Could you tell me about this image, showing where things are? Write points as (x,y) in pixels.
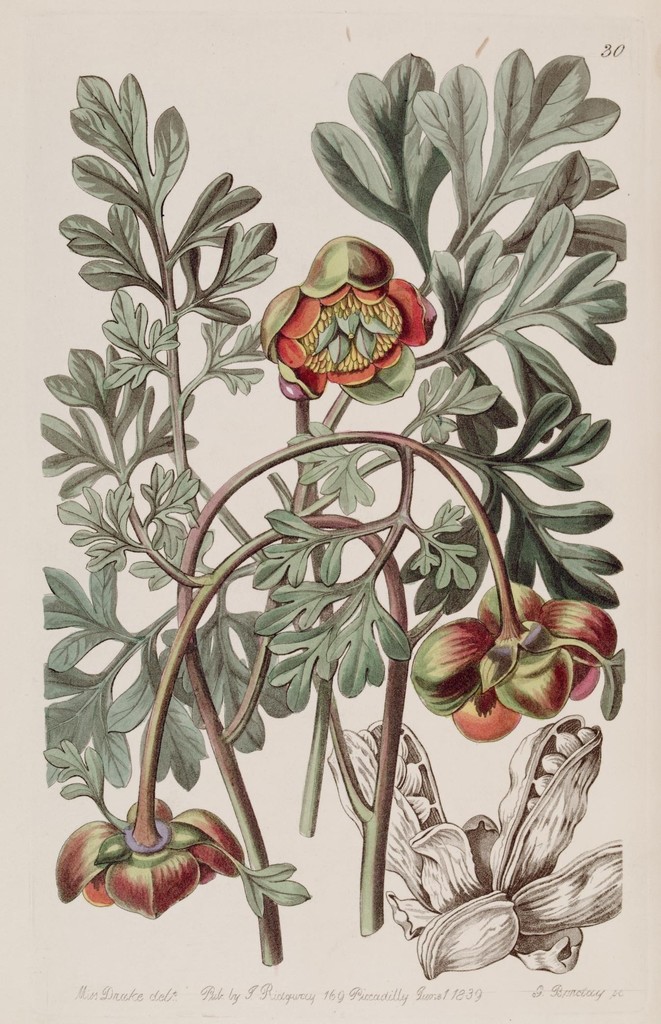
In this picture there is an object (580,635) which seems to be the poster (44,321) containing the depictions of flowers (380,335), buds (436,675), plants (554,250) and some seed pods (454,823). At the bottom (312,997) there is text (330,990) on the image.
